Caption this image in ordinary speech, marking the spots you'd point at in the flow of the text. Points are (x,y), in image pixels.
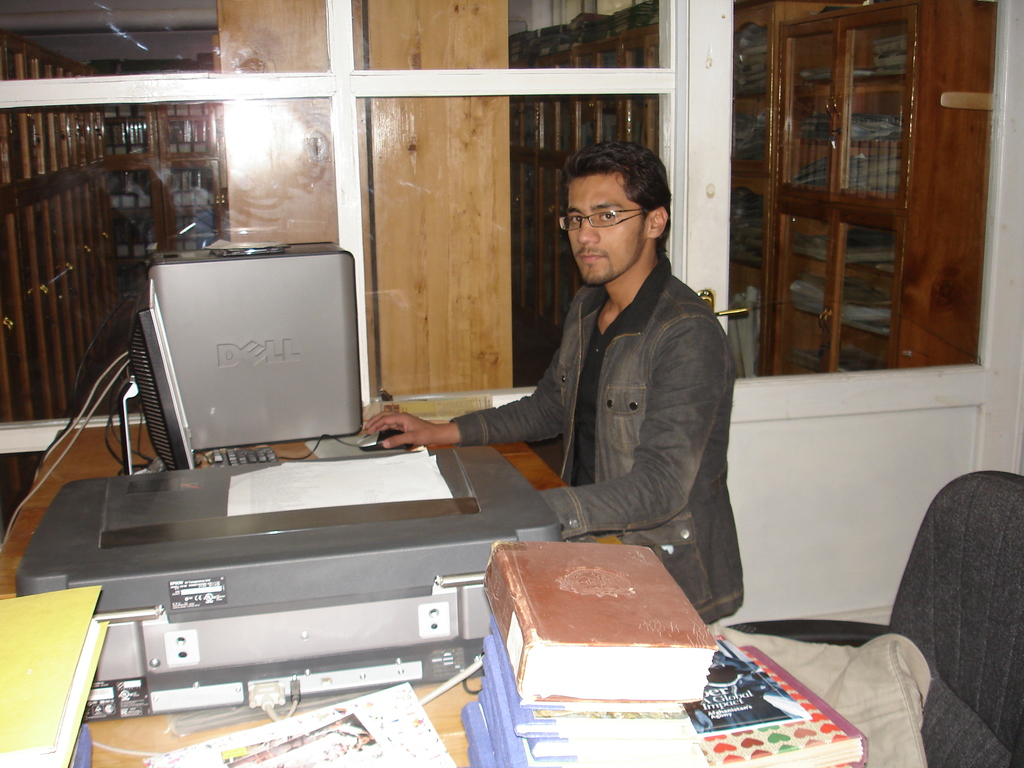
In this picture there is a man (600,450) holding a mouse (365,437). There is a computer (161,426), keyboard (220,455), CPU (260,420), books (497,702), device (229,683) on the table (98,438). There is a chair (942,607) and a cloth (851,674). There are many books (854,176) which are arranged in the cupboard (540,246).
